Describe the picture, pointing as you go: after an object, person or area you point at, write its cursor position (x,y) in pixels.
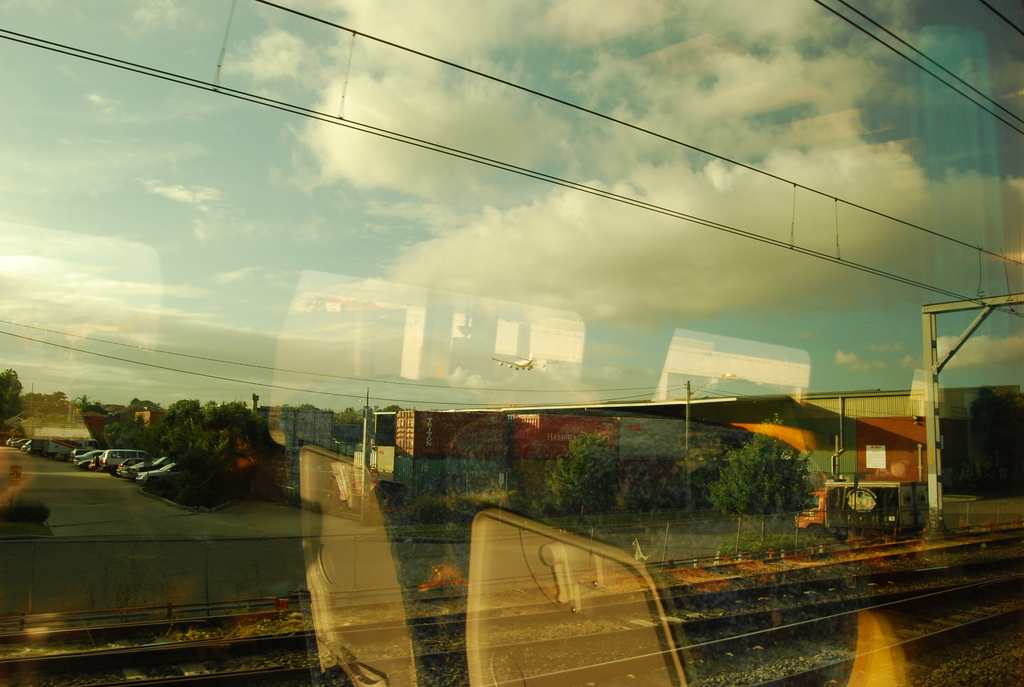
In this picture we can see the reflection (621,662) of the sky (558,112) and the railway track (770,663) and many other things (455,474) on the glass (317,383).
